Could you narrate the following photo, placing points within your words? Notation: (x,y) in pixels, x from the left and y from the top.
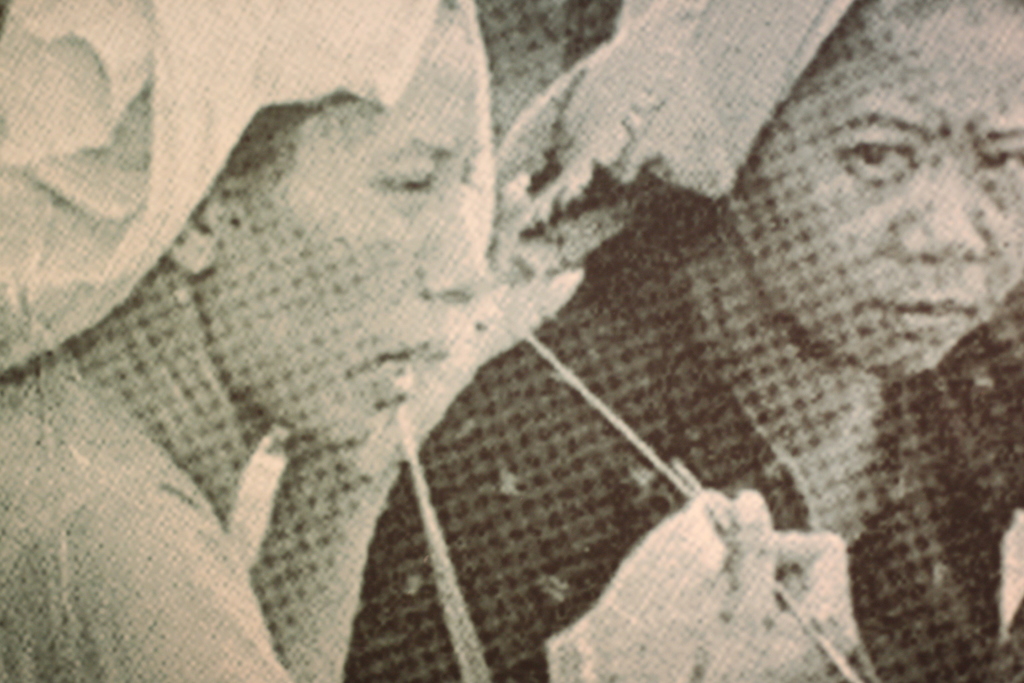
This is a blur picture and in this picture we can see two people (760,354).
